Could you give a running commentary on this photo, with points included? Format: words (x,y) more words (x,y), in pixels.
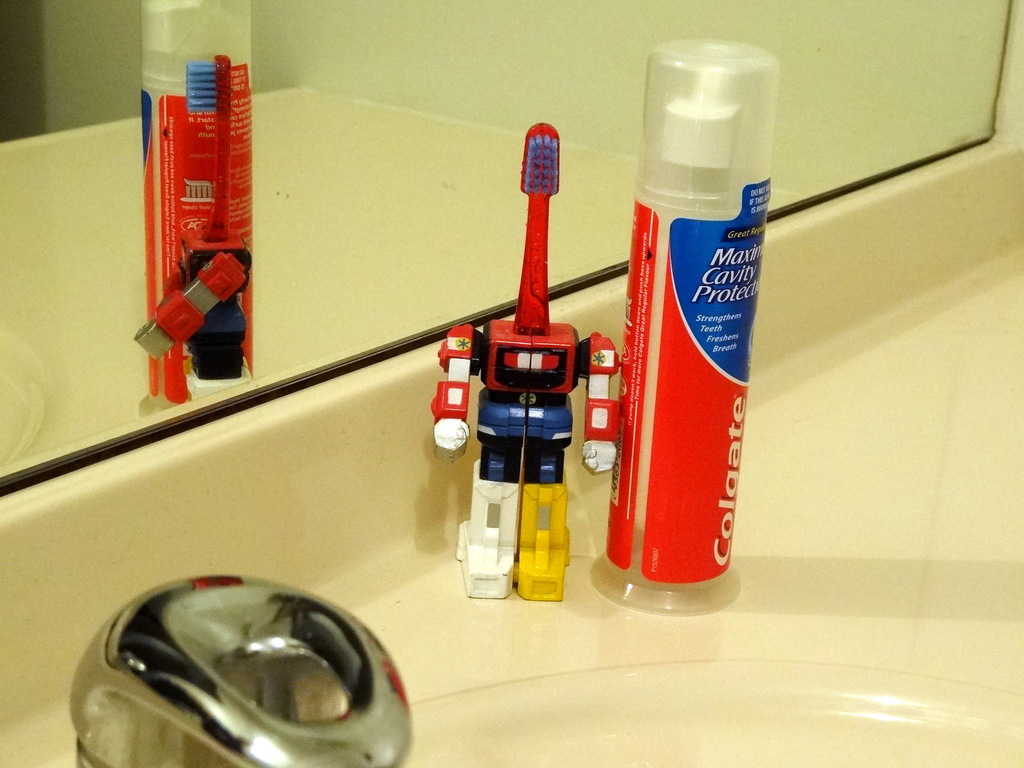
In this image I can see the brush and the bottle (738,465) on the white color surface (927,542) and I can also see the tap (216,641). In the background (209,264) I can see the mirror (263,197).
